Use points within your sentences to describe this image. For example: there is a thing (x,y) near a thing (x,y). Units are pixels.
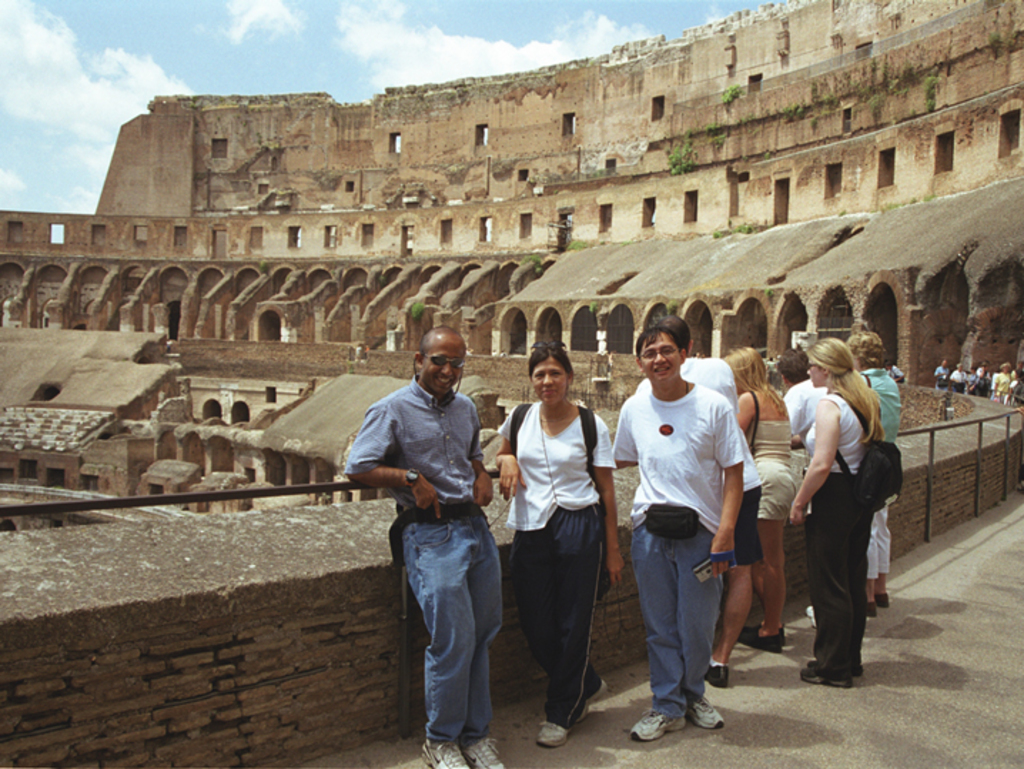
In this image I can see the group of people (549,473) with different color dresses (697,490). I can see few people (780,492) are wearing the bags (882,494). These people (727,518) are standing in-front of the railing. In the back (465,388) I can see the fort (480,272). I can also see the clouds (443,61) and the sky (346,38) in the back (357,64).
